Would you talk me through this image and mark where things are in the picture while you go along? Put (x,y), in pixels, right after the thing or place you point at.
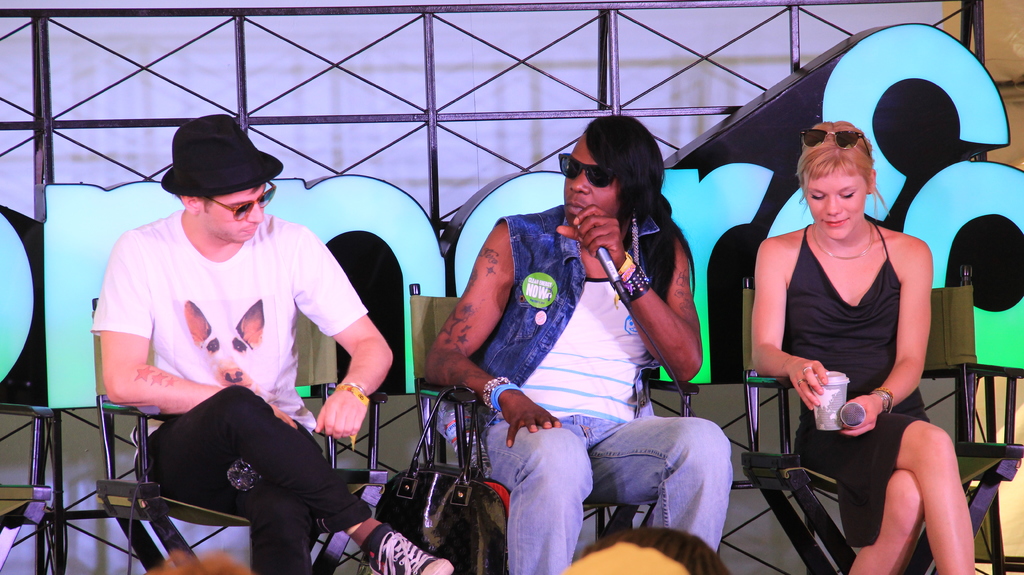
In the center of the image (551,233) we can see three people (862,318) sitting on the chairs (745,394). The person (499,392) sitting in the center (603,346) is holding a mic (618,279). On the right (887,392) there is a lady (810,433) holding a mic (846,413) and a glass (830,411). In the background (516,130) there is a mesh (611,85).
